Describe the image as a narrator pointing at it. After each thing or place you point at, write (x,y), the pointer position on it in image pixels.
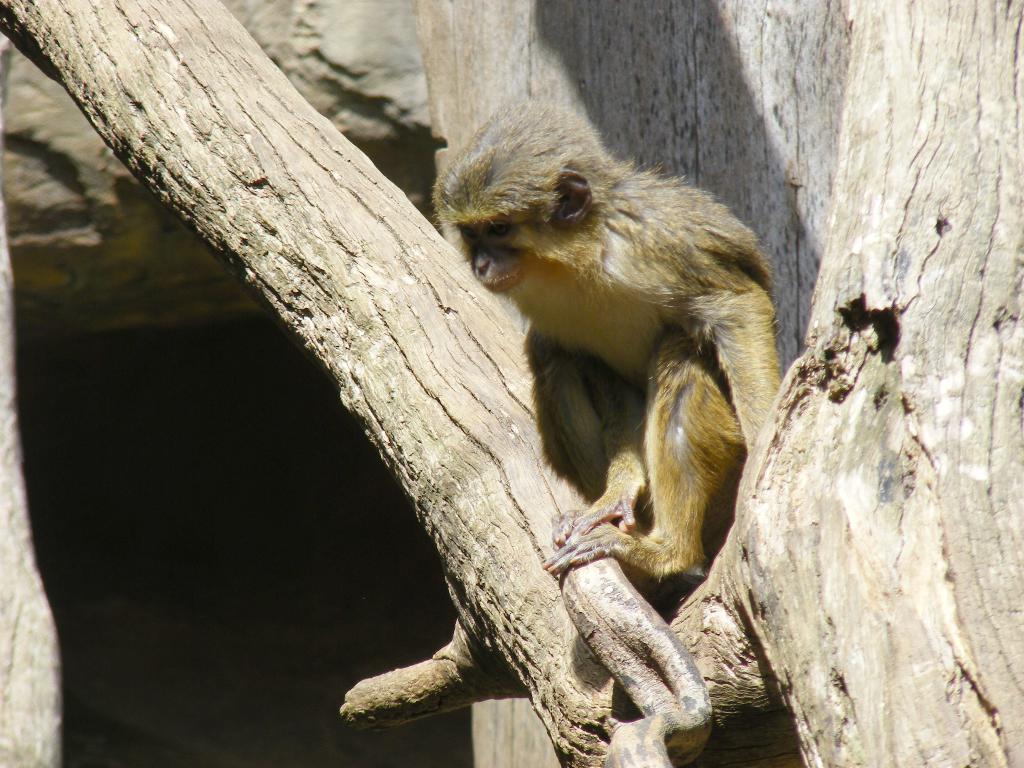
This picture shows a monkey (521,294) on the tree (298,179) and it is brown in color.
